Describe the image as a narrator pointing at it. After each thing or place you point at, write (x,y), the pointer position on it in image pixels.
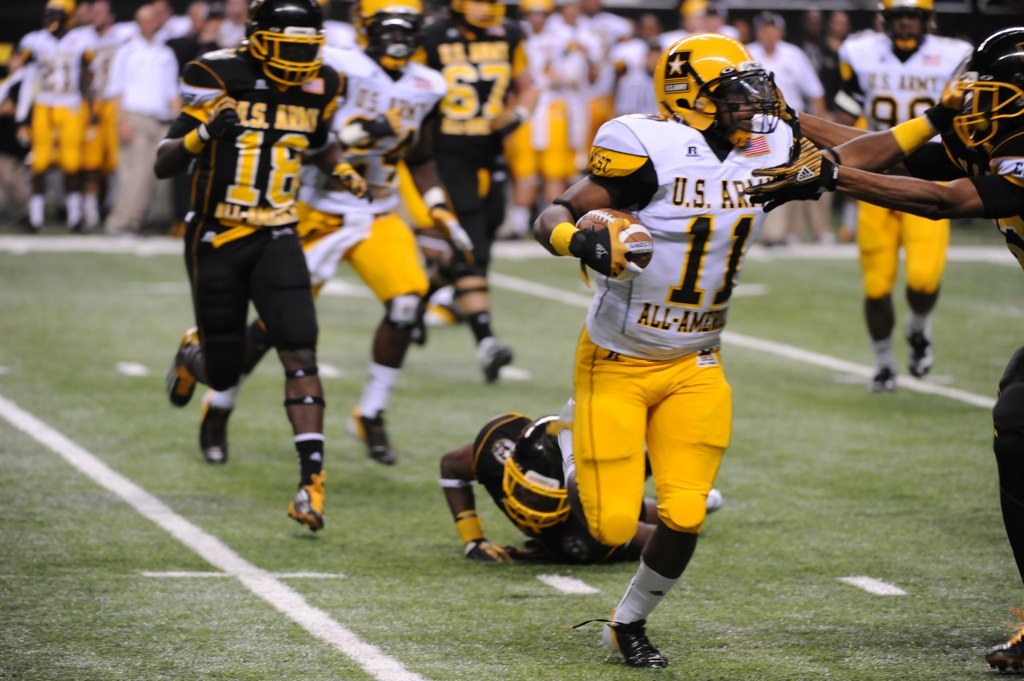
At the bottom of the image (514,605) is grass (405,523). In the picture I can see a few people (678,208) are running. The background of the image (723,4) is blurred.
